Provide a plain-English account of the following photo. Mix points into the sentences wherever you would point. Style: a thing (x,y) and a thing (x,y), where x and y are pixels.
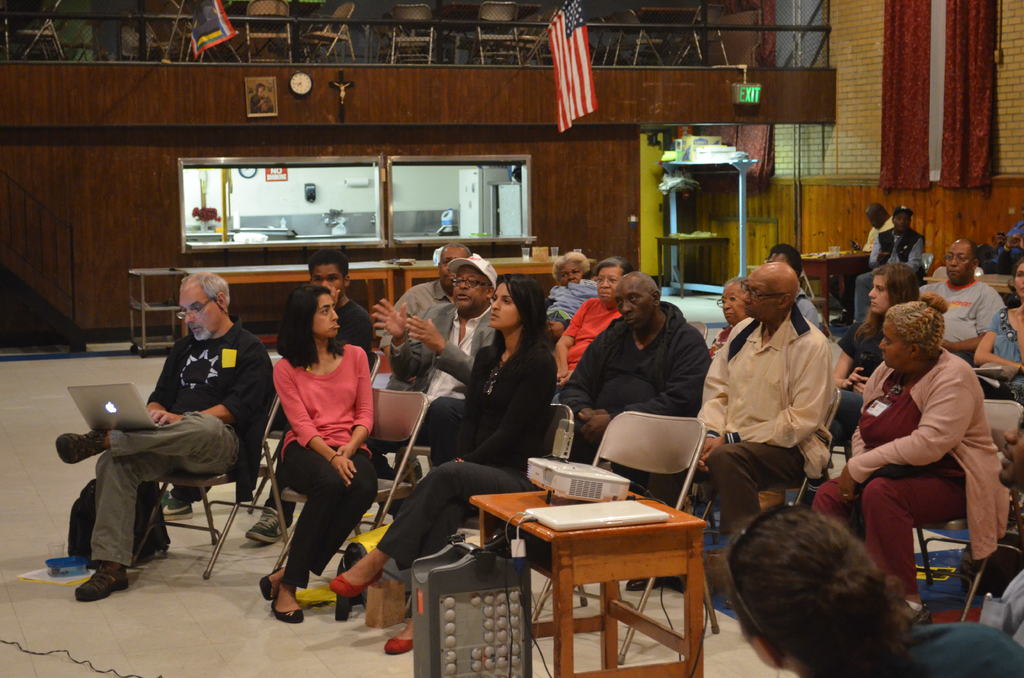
In the image we can see group of persons (722,413) sitting on the chair (399,492). In the bottom (801,594) we can see one more person (798,607) and in center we can see table (642,570), on table (645,554) we can see some objects (591,481). And back we can see flag (219,43), wall (320,103), curtains (907,136), chair (247,38), table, clock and some more objects (465,197) around them.
